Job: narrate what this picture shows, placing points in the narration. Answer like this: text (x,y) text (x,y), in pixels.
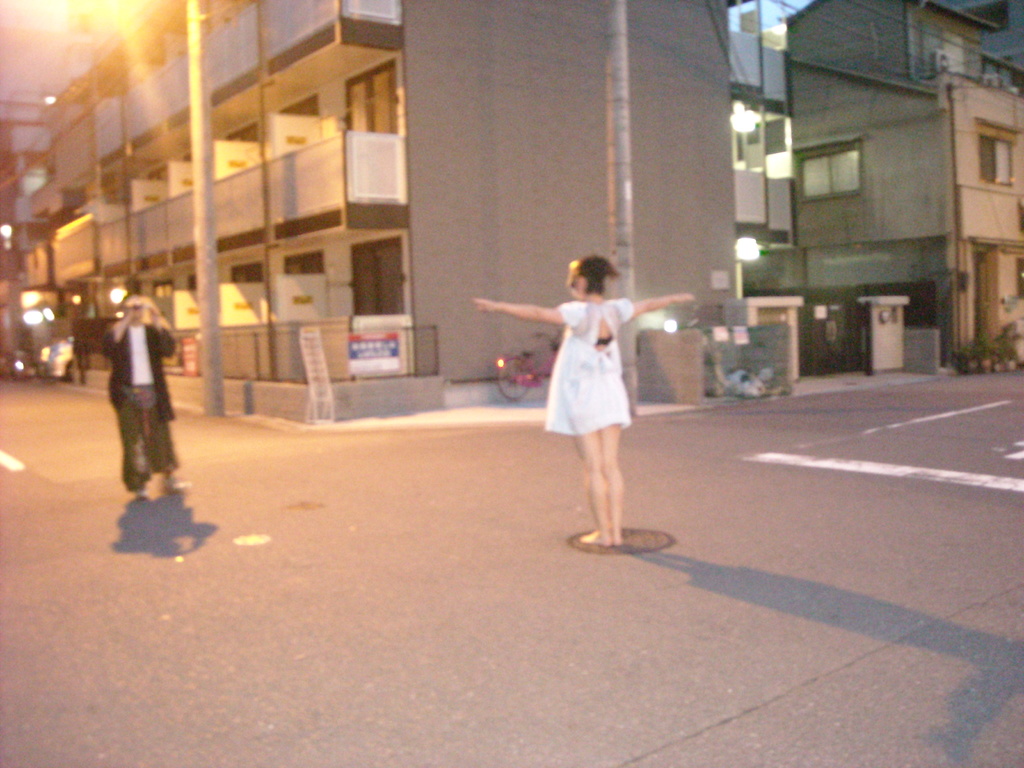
This image consists of a girl (579,422) wearing a white dress (594,403) is standing on the road (541,452). On the left (125,433), we can see a person (130,397) taking a photo. At the bottom (418,688), there is a road (695,744). In the background (655,217), there are buildings (699,304) along with windows (983,170). And we can see a pole (204,200) along with light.
